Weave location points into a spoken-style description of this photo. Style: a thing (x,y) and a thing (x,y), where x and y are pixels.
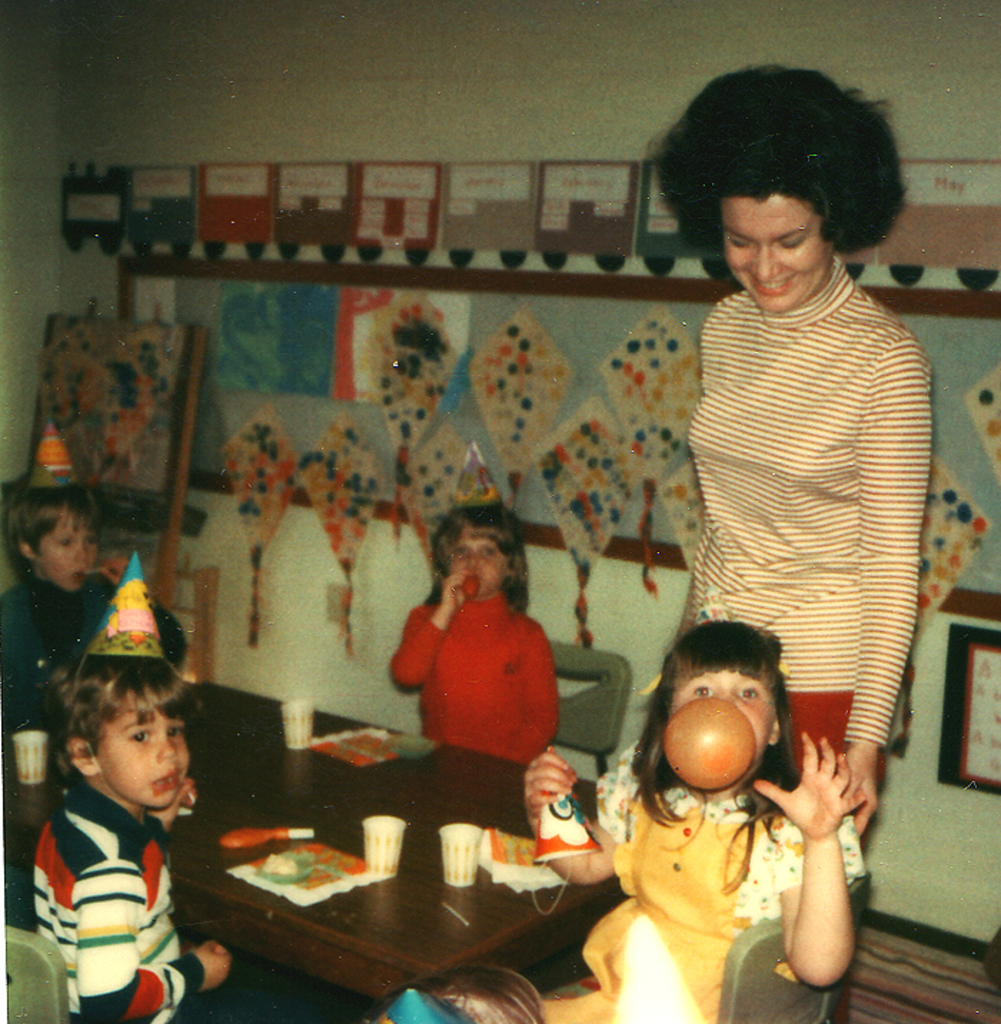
This is the picture of a room (9,424) where we have a person (838,573) and some kids (480,675) around the table (485,785) on which there are some things (388,848) placed and behind there are some things (373,211) to the wall (122,158).
